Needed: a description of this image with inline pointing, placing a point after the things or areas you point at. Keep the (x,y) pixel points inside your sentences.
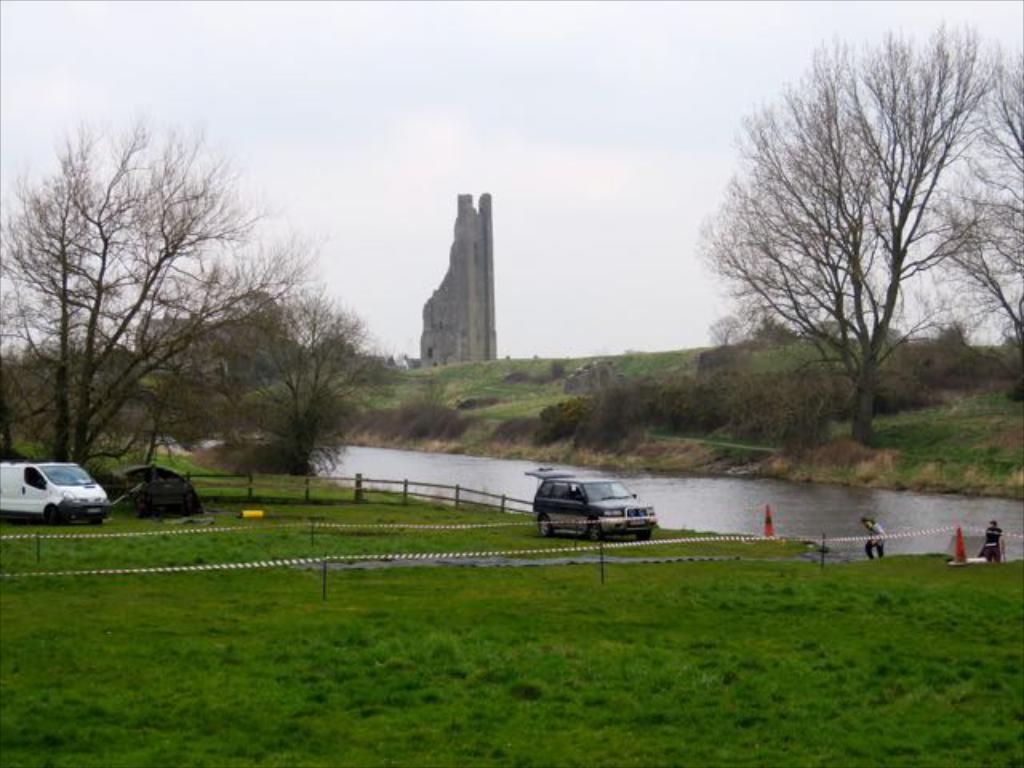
In this picture we can see there are two vehicles (555,505) are parked on the path (447,509) and on the path (373,595) there is a fence (444,552), cone barriers (963,556) and on the left side of the people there is a water (379,453), trees (77,405), an architecture (470,307) and a cloudy sky (571,87).
